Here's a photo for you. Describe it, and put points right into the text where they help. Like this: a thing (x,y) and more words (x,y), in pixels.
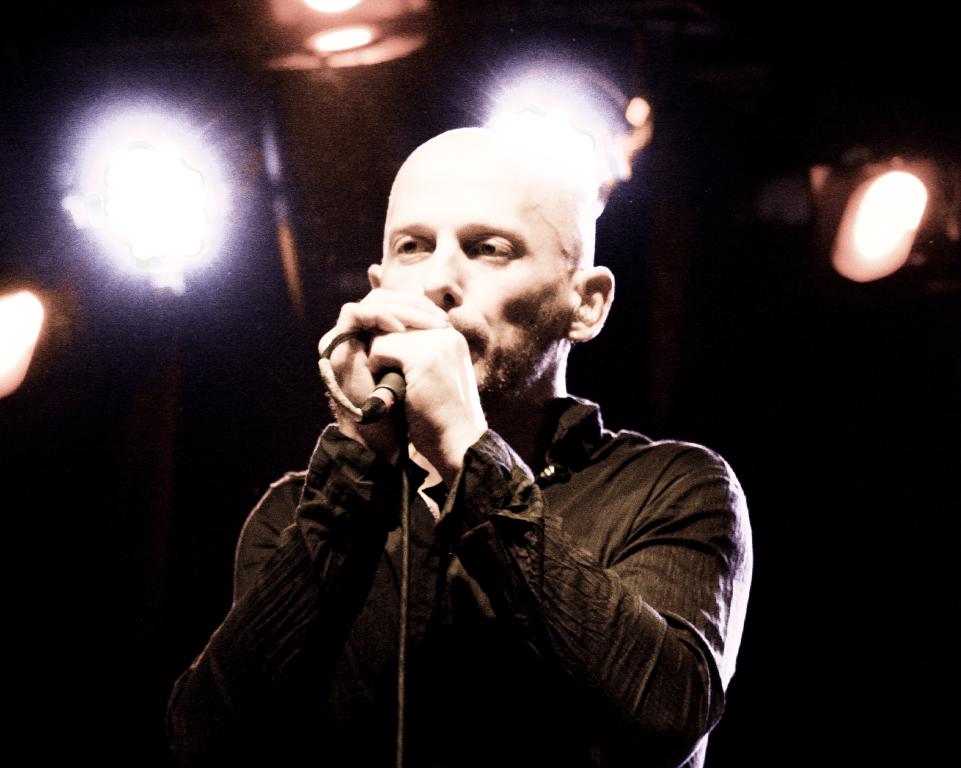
In the middle (524,445) a man (498,547) is holding a mic (382,381) he is wearing a black shirt (623,565), i think he is singing. In the background (873,223) there are five lights (310,64). I think he is singing on the stage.
